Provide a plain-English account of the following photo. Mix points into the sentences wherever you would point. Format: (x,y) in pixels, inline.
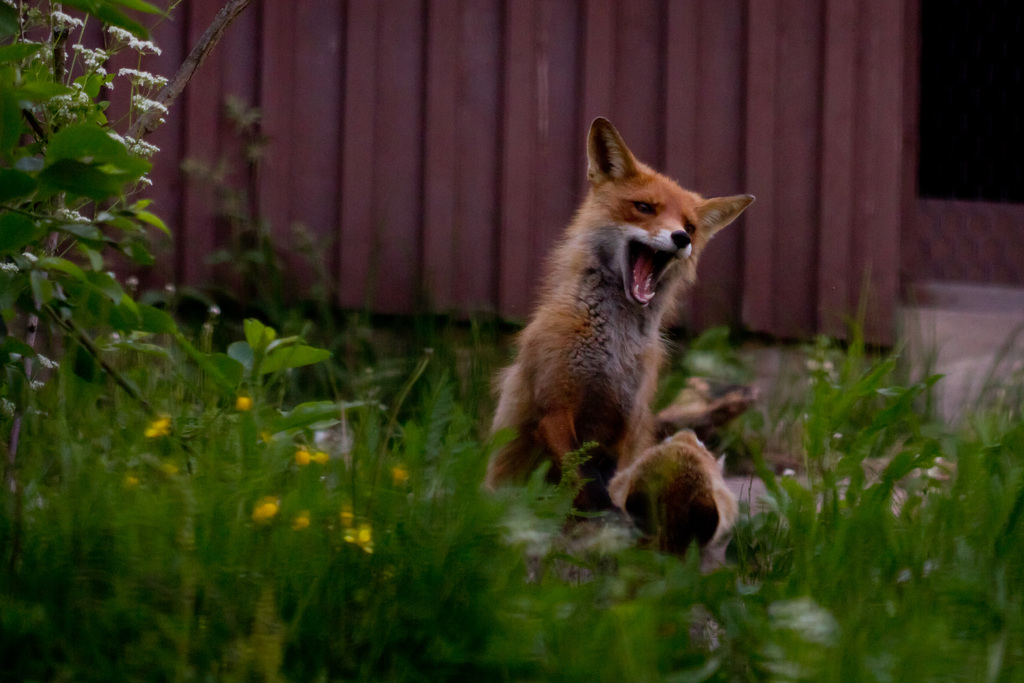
In this image we can see a fox (610,347) sitting on a ground (569,498). In the background (43,266), we can see flower plants (119,178) and a door (928,108).
